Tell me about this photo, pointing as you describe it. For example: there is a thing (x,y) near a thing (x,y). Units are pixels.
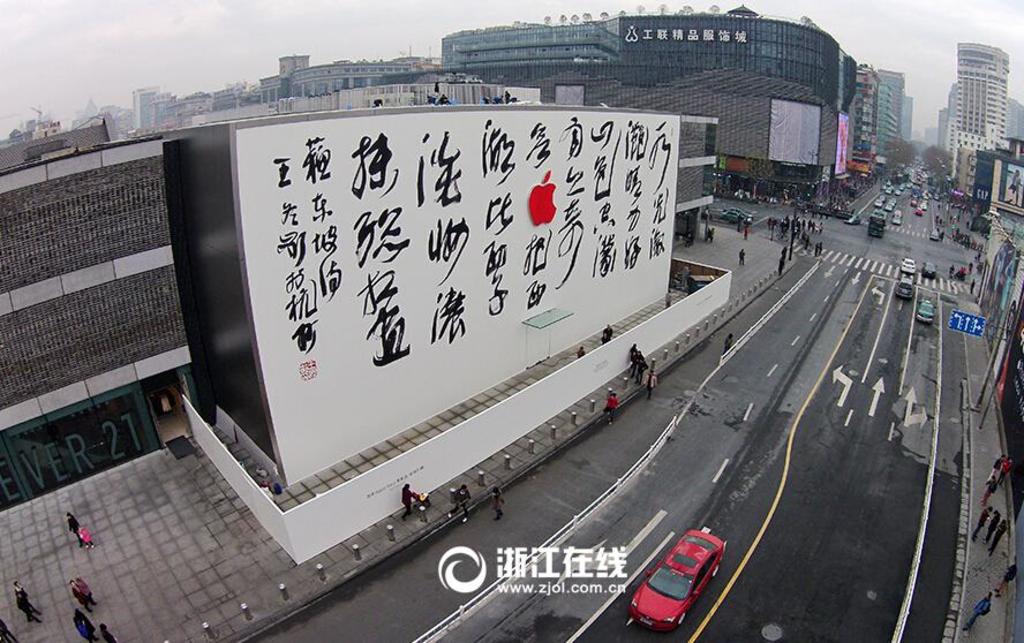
This is an outside view. On the right side (812,480), I can see some vehicles (883,221) on the road (816,430) and few people (784,265) are walking on the footpath (762,259). In the background (860,120), I can see the buildings (122,249). On the top of the image (168,63) I can see the sky (139,73). At the bottom of this image (549,575) I can see some text (529,575).
